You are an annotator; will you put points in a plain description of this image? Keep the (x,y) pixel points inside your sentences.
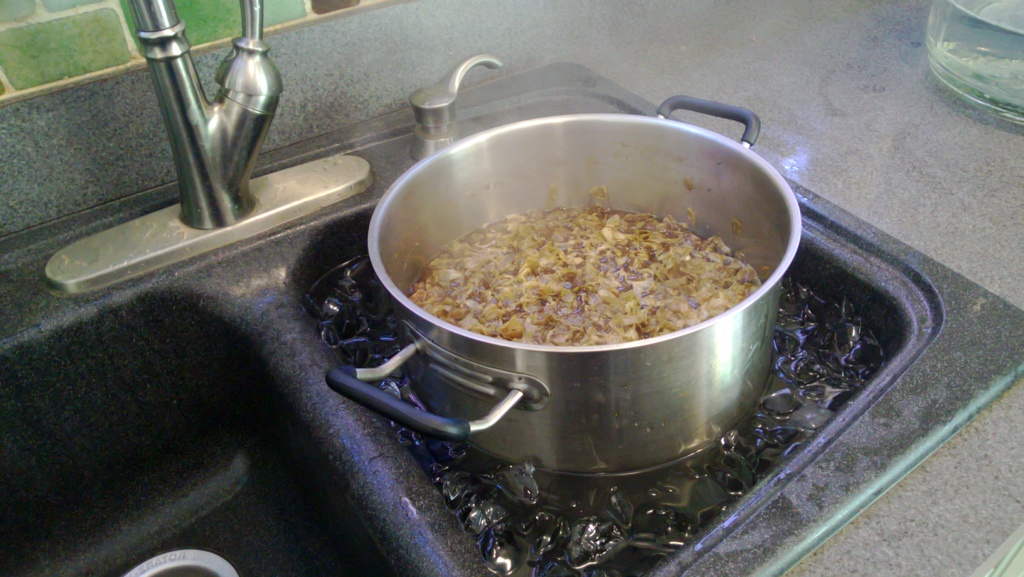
This image consists of a vessel (705,338). It is kept in a sink (702,556). In which we can see the ice cubes (465,504). In the background (288,93), there is a tap (153,73) and a wall (186,4). It looks like it is clicked in the kitchen (396,257).
